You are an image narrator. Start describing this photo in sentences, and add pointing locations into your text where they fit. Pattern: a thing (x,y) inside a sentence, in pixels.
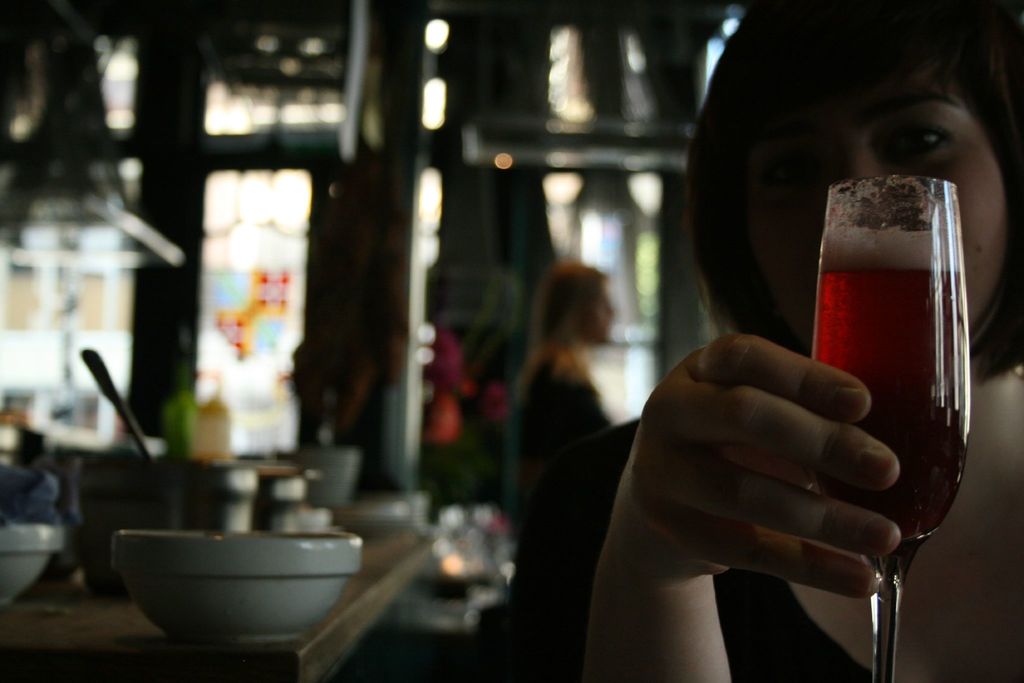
In this picture there is a woman (815,146) holding a glass (889,352) in her hand (864,392). There is drink (885,370) and foam (871,258) in the glass (899,276). Beside to her there is a table (347,589) on it there are bowls (211,599), spoons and vessels (195,464). Behind her there is another woman (544,368), lights (555,177), doors (267,205) and ventilators (280,112). The background (272,267) is blurred.
